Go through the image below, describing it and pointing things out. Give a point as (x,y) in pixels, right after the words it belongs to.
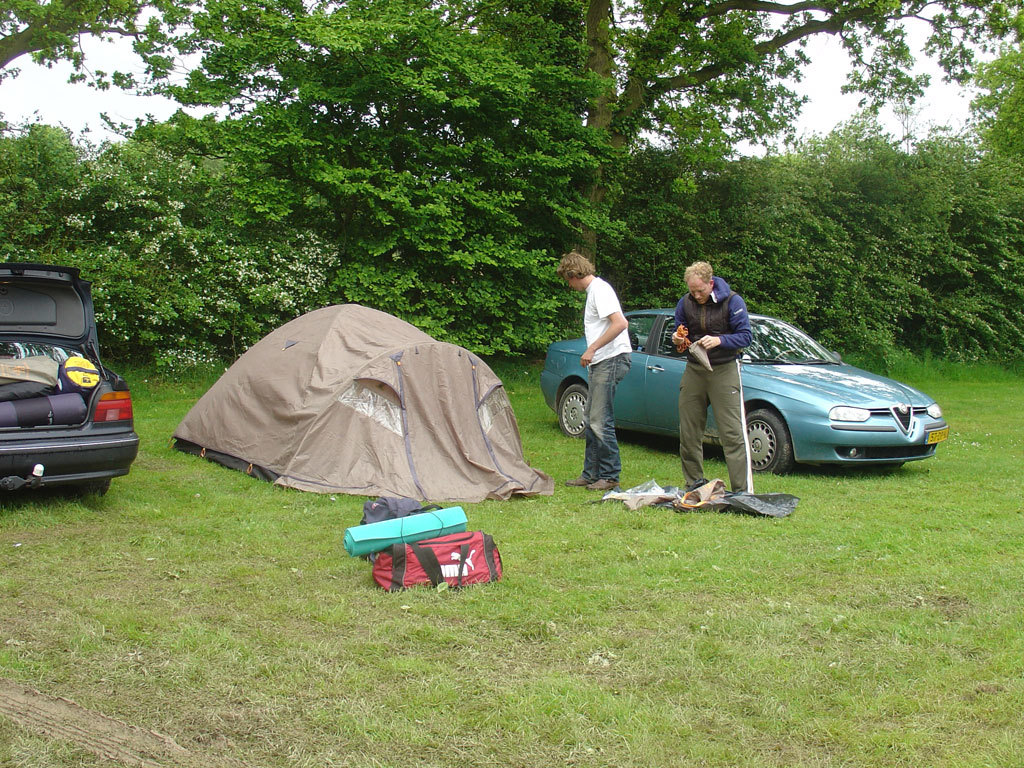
In this image we can see two persons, vehicles (13,324), tent (363,443) and bags (396,518) on the ground (618,684) and there are bags (38,403) in the luggage box (75,406) of the vehicle (95,418). In the background (342,106) there are trees (473,48) and sky (20,95). We can see a tree (169,277) with flowers (194,213).
